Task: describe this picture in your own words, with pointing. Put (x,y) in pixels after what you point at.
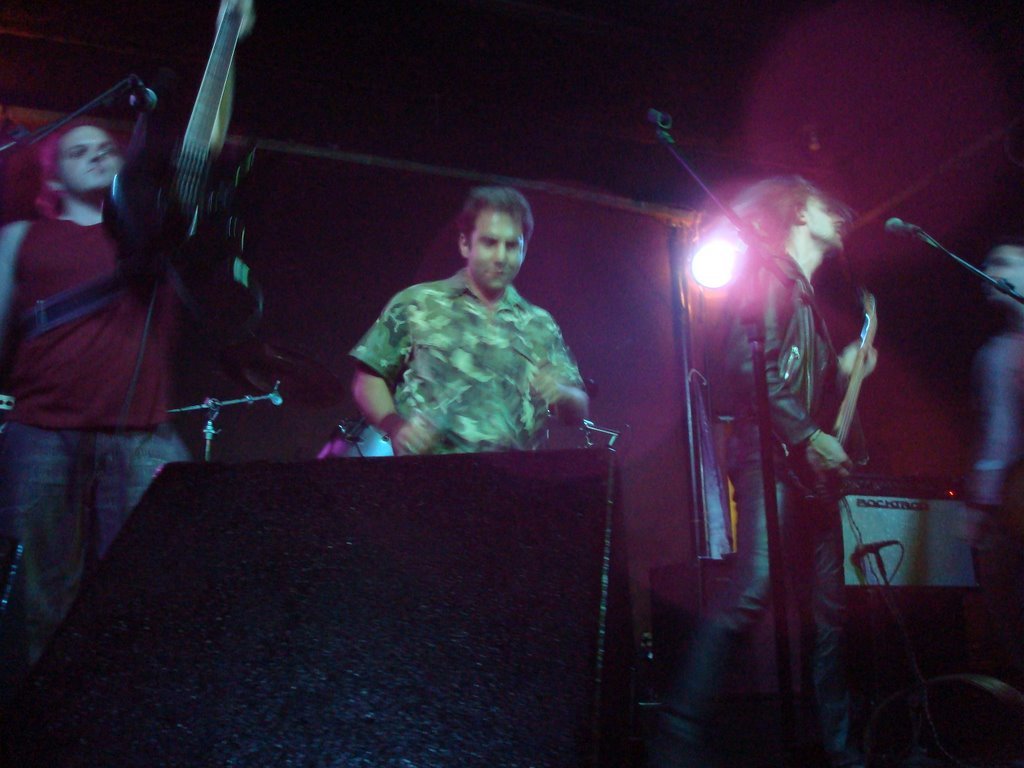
in this picture we can see a group of people (173,306) performing the stage show of music, From the right a boy (778,342) wearing black jacket (779,397) is playing guitar (841,424), Middle person (457,350) wearing military green shirt (479,383) is playing drums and left boy (94,252) is also playing guitar (141,272), Behind we can see spot light (718,274) and on the floor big black speaker (444,669) and cables (912,646).
